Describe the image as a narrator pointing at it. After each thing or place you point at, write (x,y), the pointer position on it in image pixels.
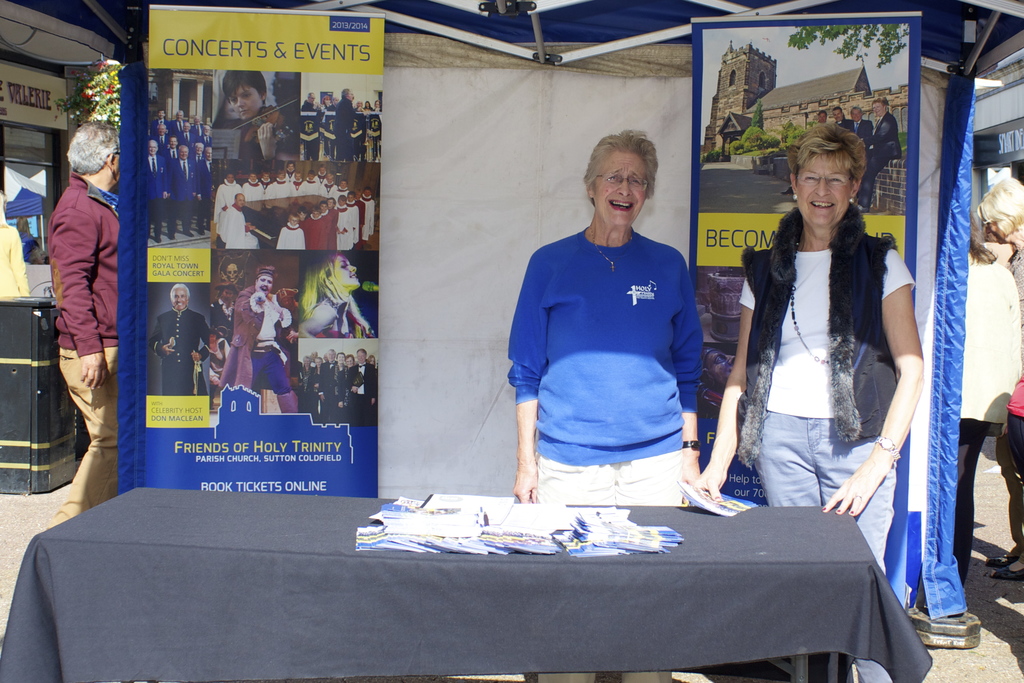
Few persons (1012,425) are standing, these two persons (774,333) are smiling. Behind these two persons (765,363) we can see banners (766,119). In front of these two persons (837,312) we can see table (500,619) on the table (548,605) we can see book (414,528). This person (770,503) holding book (719,510).
